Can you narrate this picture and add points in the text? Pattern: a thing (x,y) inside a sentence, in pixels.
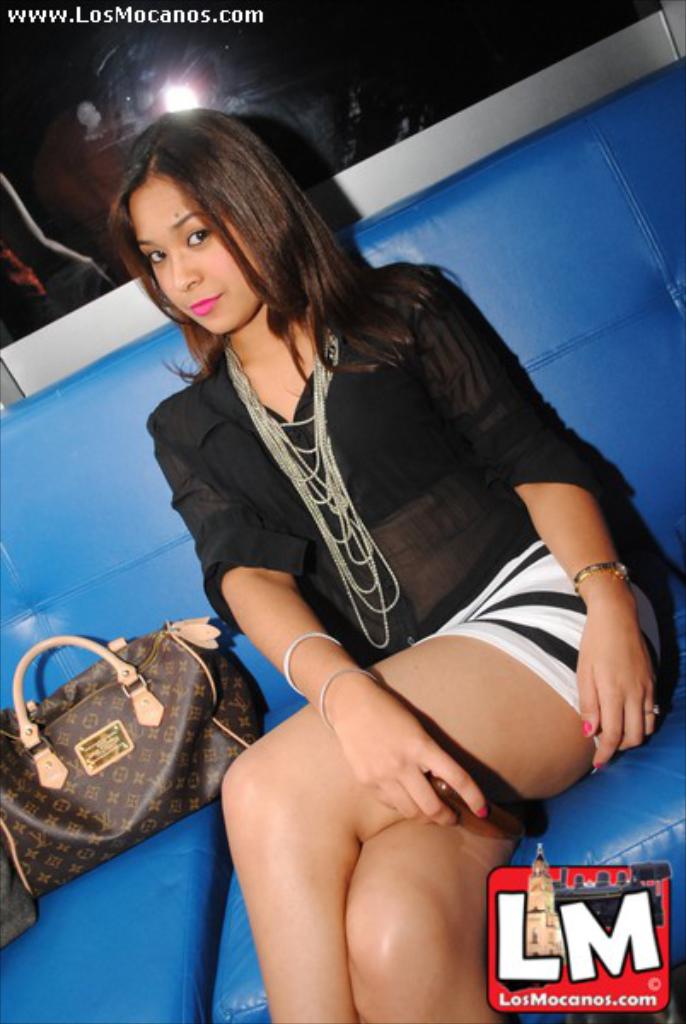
Here we can see a woman (130,195) sitting on a couch (162,905) and beside her we can see a hand bag (23,754) and the couch (193,590) is in blue color.
